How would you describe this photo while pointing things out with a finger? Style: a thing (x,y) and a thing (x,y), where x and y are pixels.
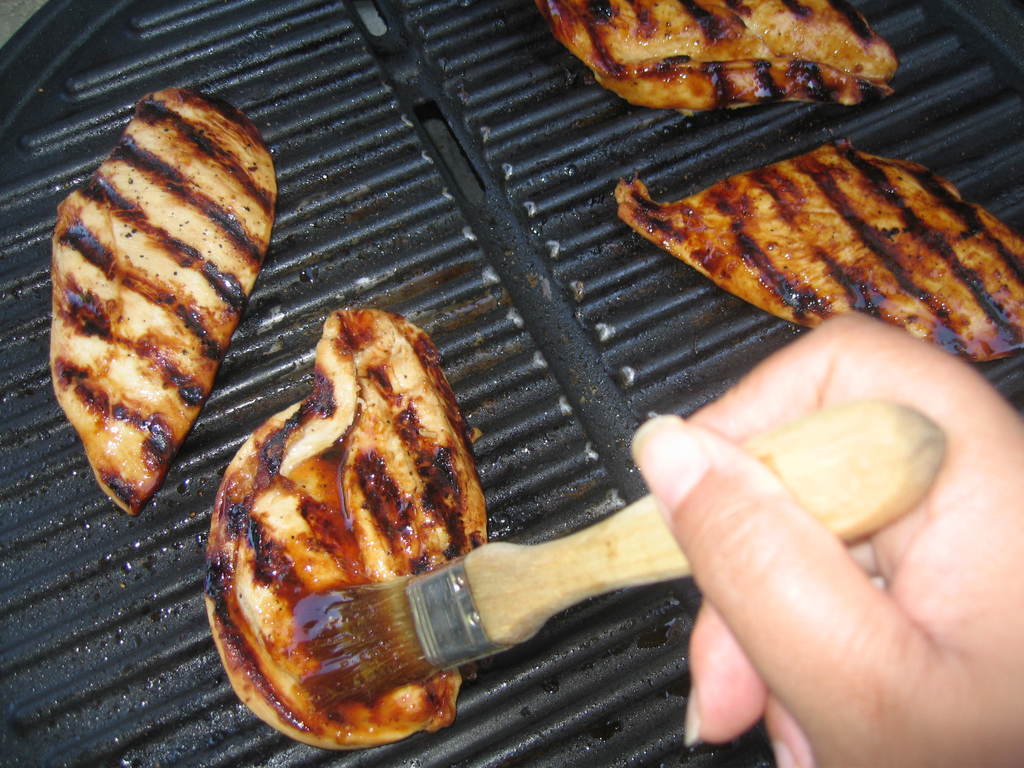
In this image, we can see a black color grill (369,119) and there are some food items (613,30) on the grill (1007,44), we can see the hand (800,517) of a person (983,418) holding a brush (556,599).
